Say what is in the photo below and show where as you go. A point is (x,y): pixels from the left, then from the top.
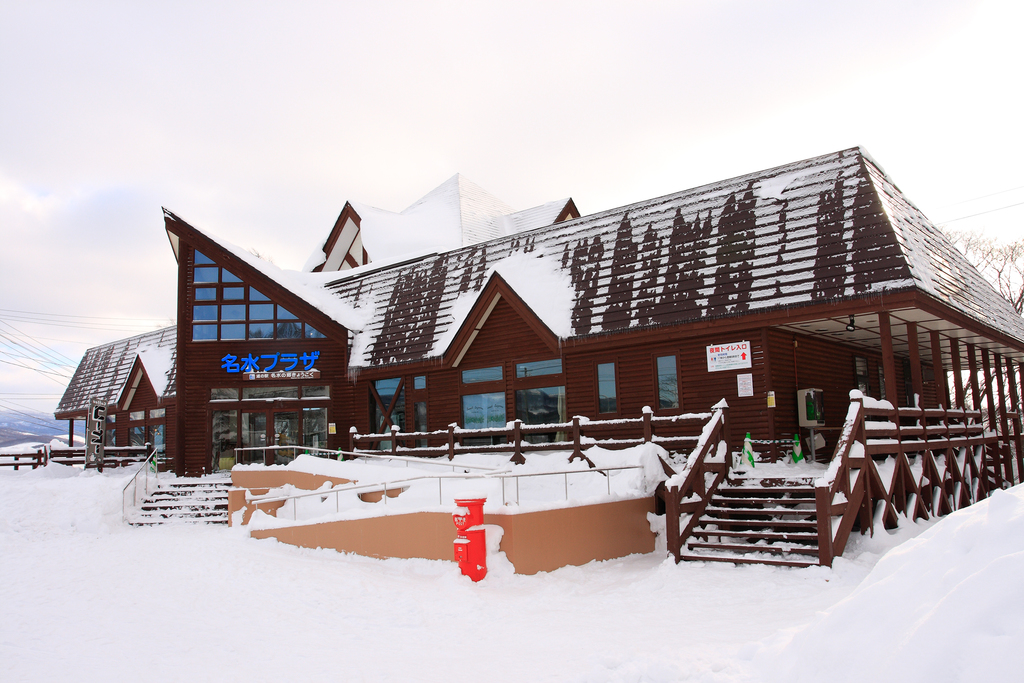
There is a building (362,347) with windows (229,418), railings (157,463) and steps (772,506). And it is covered with snow (408,609). And something is written on the building (280,353). In the front (467,548) there is a red postbox (467,548). In the background (330,173) there is sky (599,58).
